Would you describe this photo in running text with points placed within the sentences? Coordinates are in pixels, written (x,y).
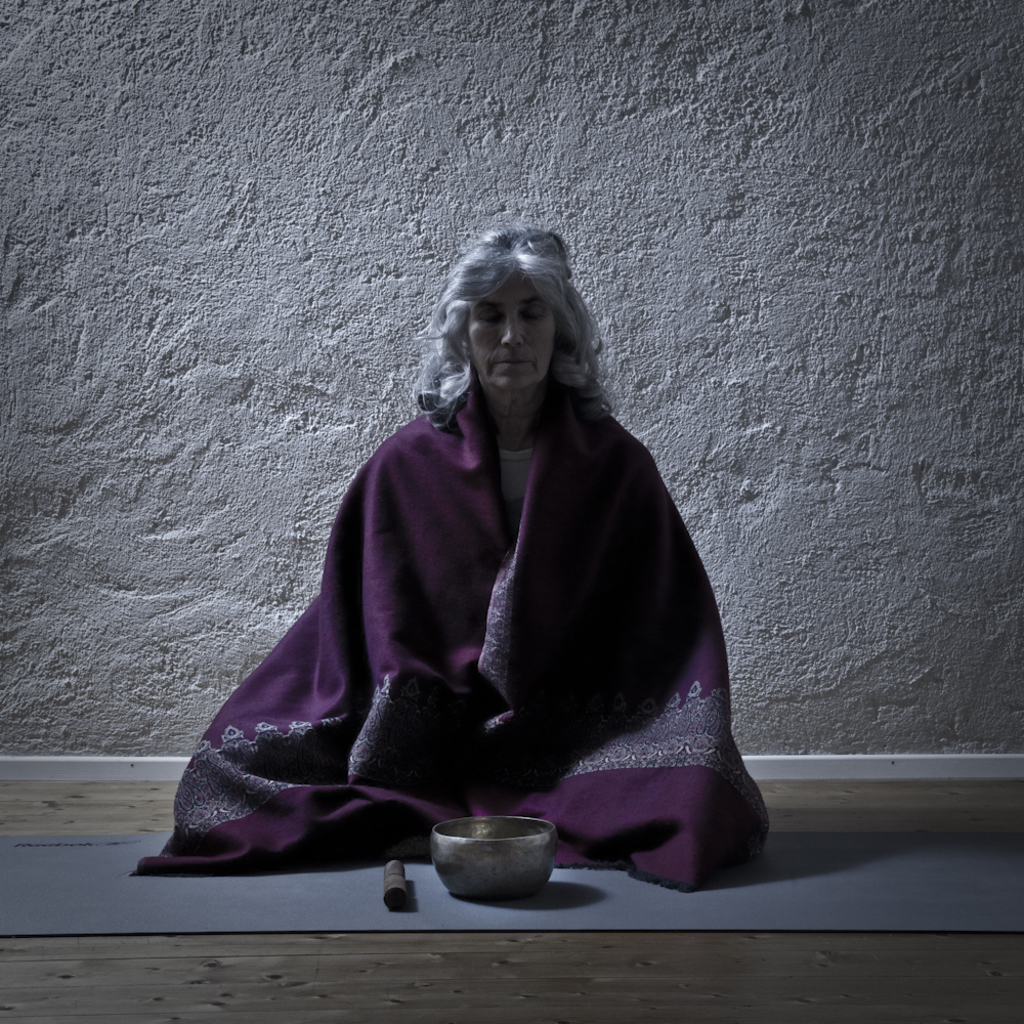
In this image, we can see a person (641,503) sitting and we can see a bowl (481,824) on the ground (470,937). We can see the wall (243,83).
